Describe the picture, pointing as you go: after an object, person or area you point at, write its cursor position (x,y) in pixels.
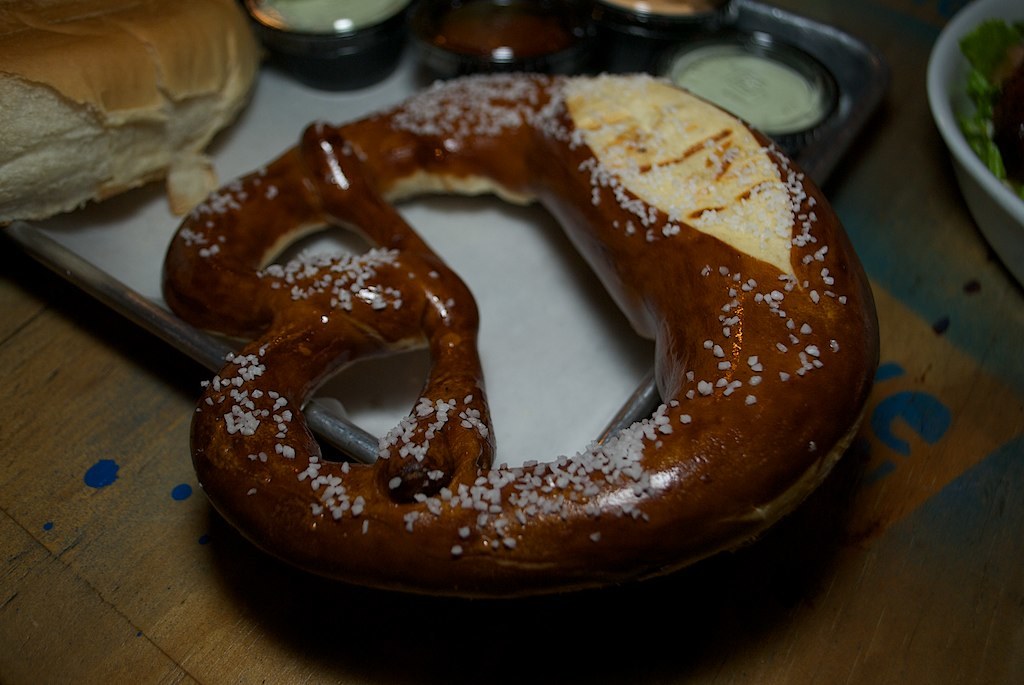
In the foreground of this image (676,360), there is a lye roll (564,232) in the plate (554,415). On right (995,166), there is a bowl (998,215). On left (74,144) there is a bread (105,156) in plate (115,225). On top (777,72) there is a few bowls (669,48).
